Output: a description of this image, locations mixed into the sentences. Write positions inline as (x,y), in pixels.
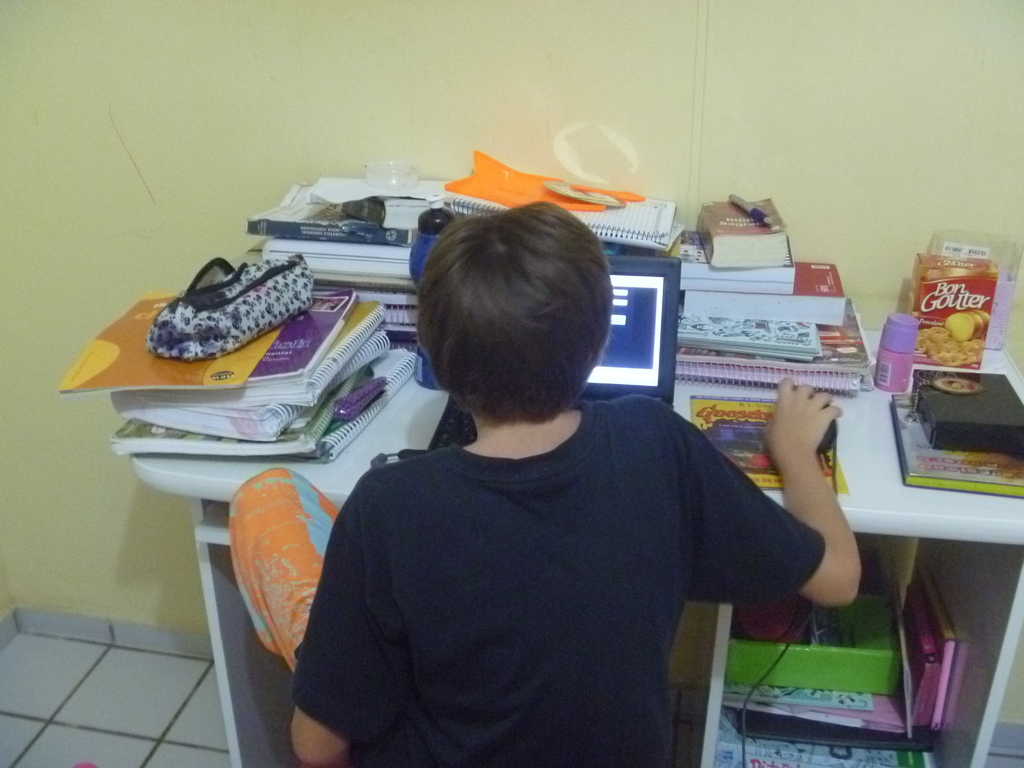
In this image I can see a kid (445,511) working on the laptop (603,388). I can see the books (293,349) and some other objects (212,286) on the table (940,521).
